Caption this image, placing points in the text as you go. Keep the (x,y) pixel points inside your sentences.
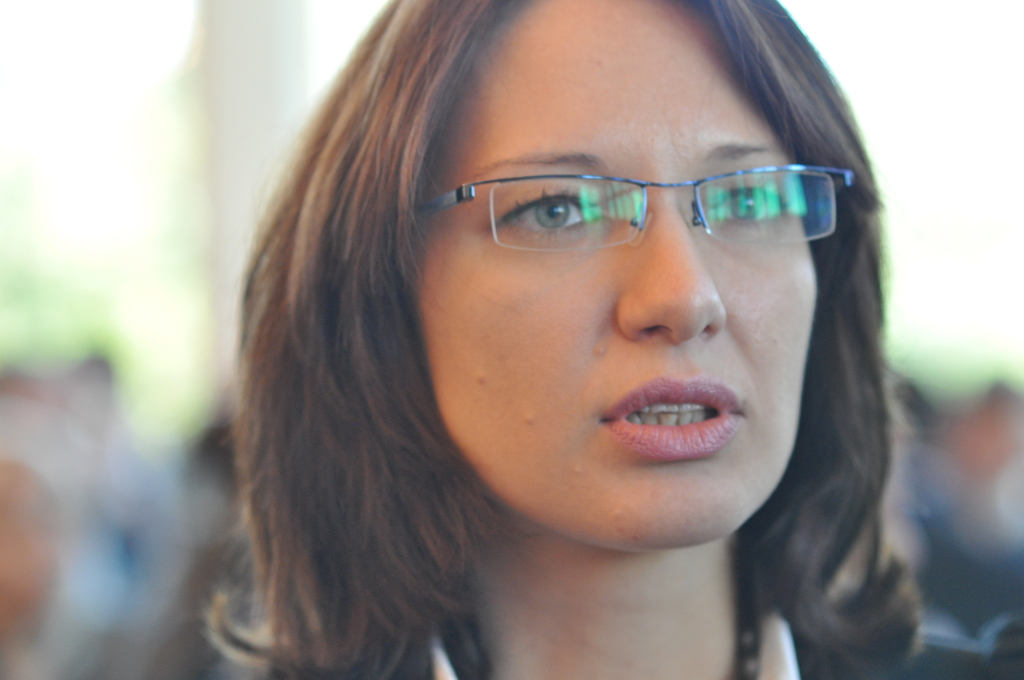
In this picture there is a woman (528,305) wearing specs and looking away from the camera. Behind there is a blur background (77,546).
